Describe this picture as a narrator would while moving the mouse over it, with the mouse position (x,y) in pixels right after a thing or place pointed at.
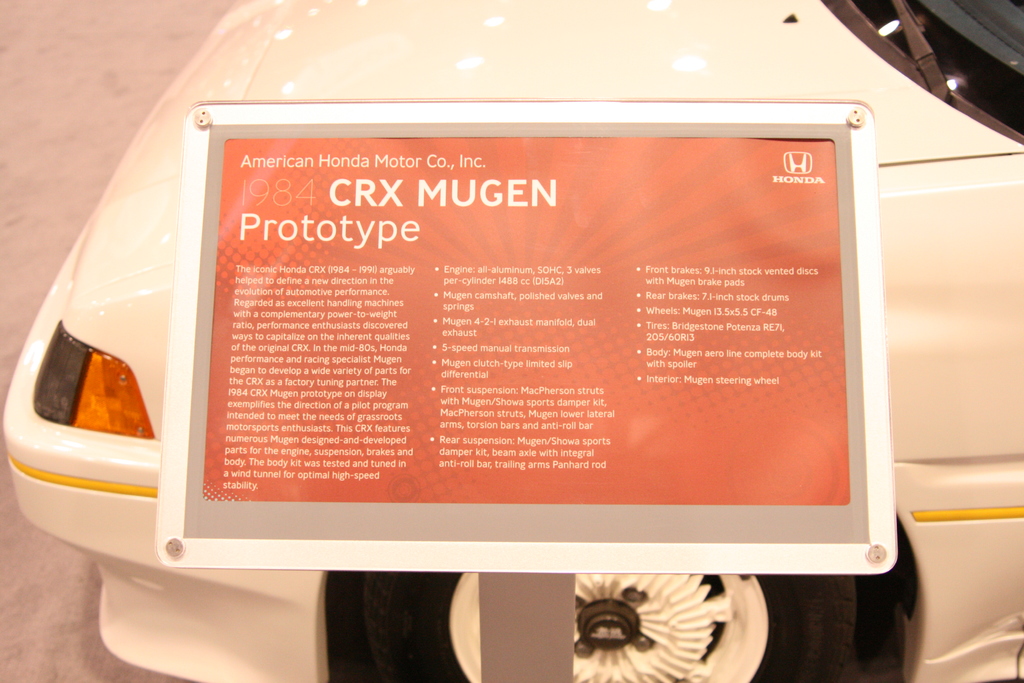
In the picture there is a board (714,291) with the text (703,283), beside the board (618,277) there is a vehicle (936,62) present on the floor (54,550).
